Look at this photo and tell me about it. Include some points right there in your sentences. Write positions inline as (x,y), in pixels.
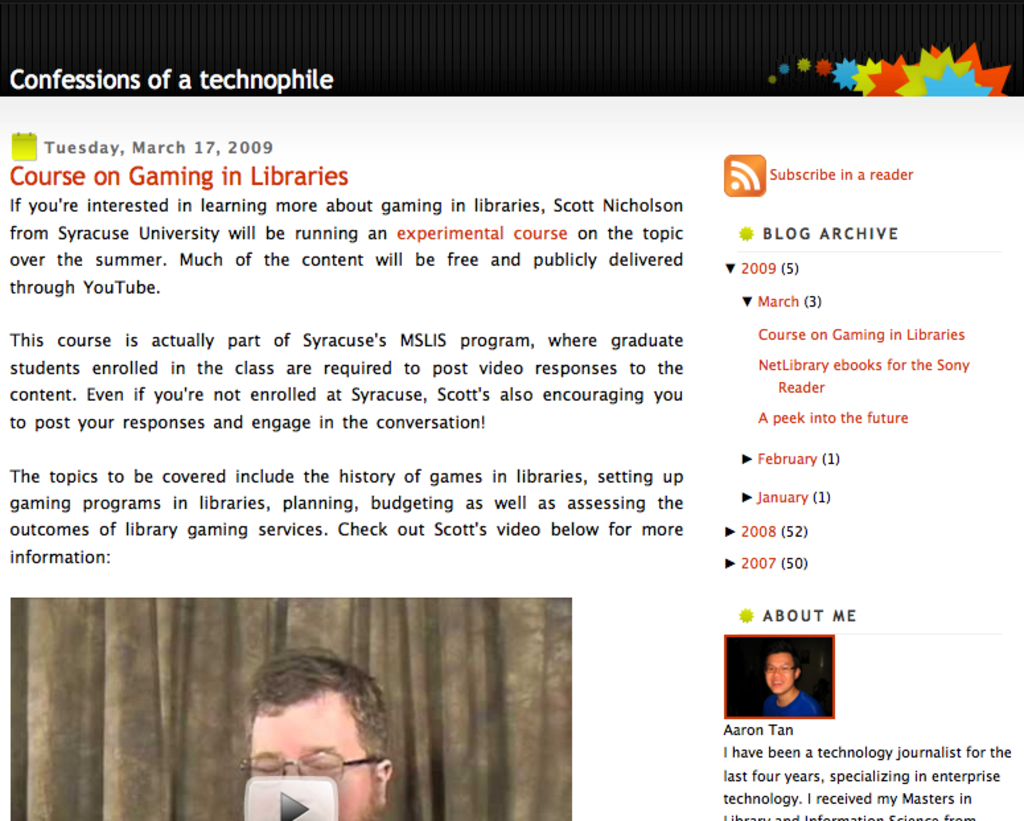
In this image I can see a webpage (733,291), on the webpage (356,365) I can see a person's face (346,747) and I can see something written on the webpage (408,233).
